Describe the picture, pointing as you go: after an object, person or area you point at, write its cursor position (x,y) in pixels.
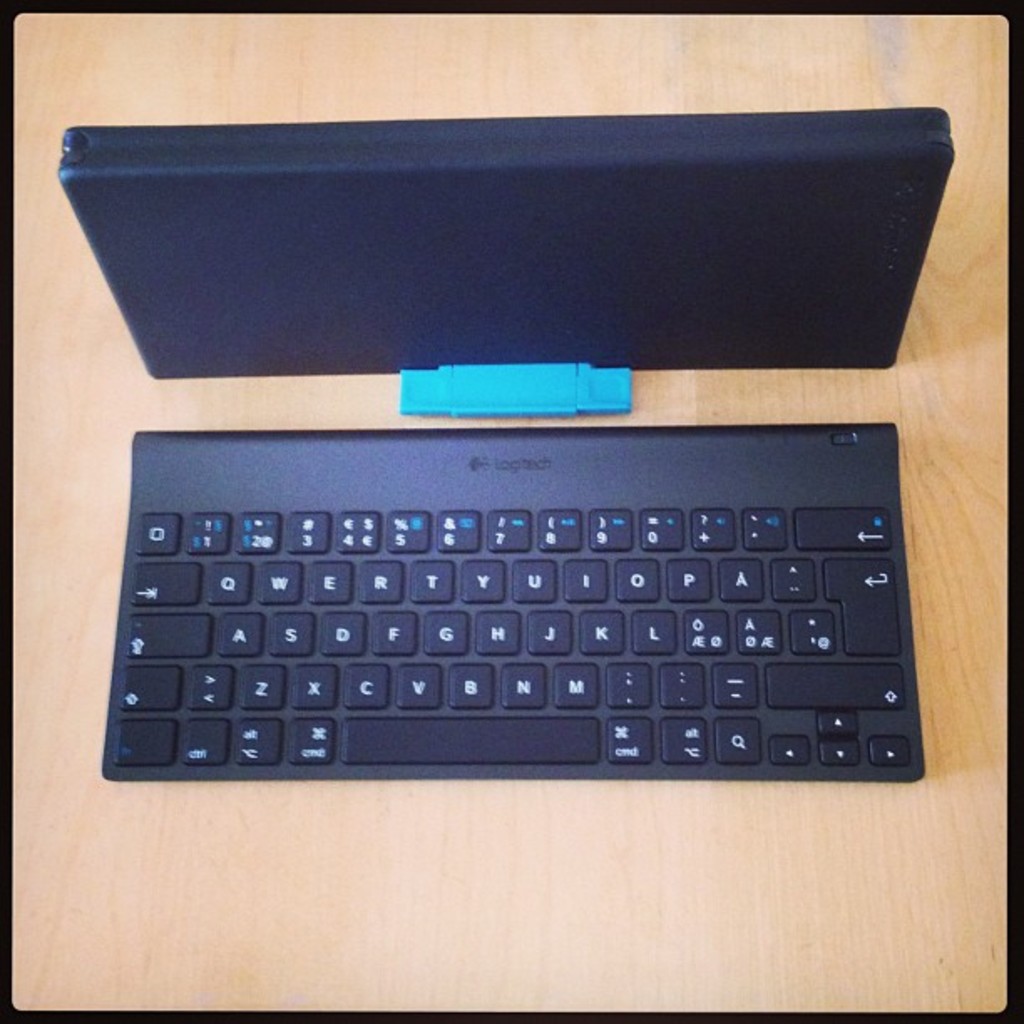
There is a black color keyboard (674,551) having white color letters (533,583) on the keys (343,626) and a black color device (728,169) on a wooden surface (897,80).
